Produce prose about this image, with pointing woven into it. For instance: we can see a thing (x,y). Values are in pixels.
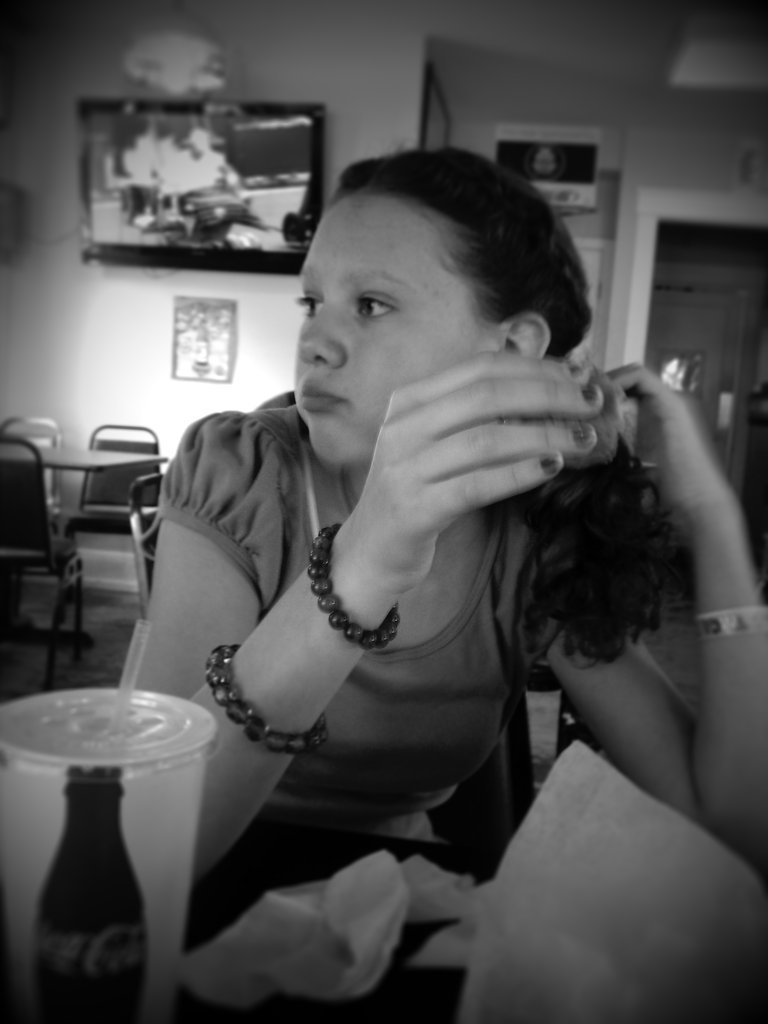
This is a black and white image, clicked inside. In the foreground (574,858) there is a table (297,829) on the top of which a glass (124,763) and tissue papers (447,928) are placed and there is a woman (425,427) holding an object (591,416) and sitting on the chair (505,792). In the background (96,458) we can see a table (96,458), chairs (93,504), picture frame (204,331), wall mounted television (200,195), door (724,316), roof (644,8) and some other items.
